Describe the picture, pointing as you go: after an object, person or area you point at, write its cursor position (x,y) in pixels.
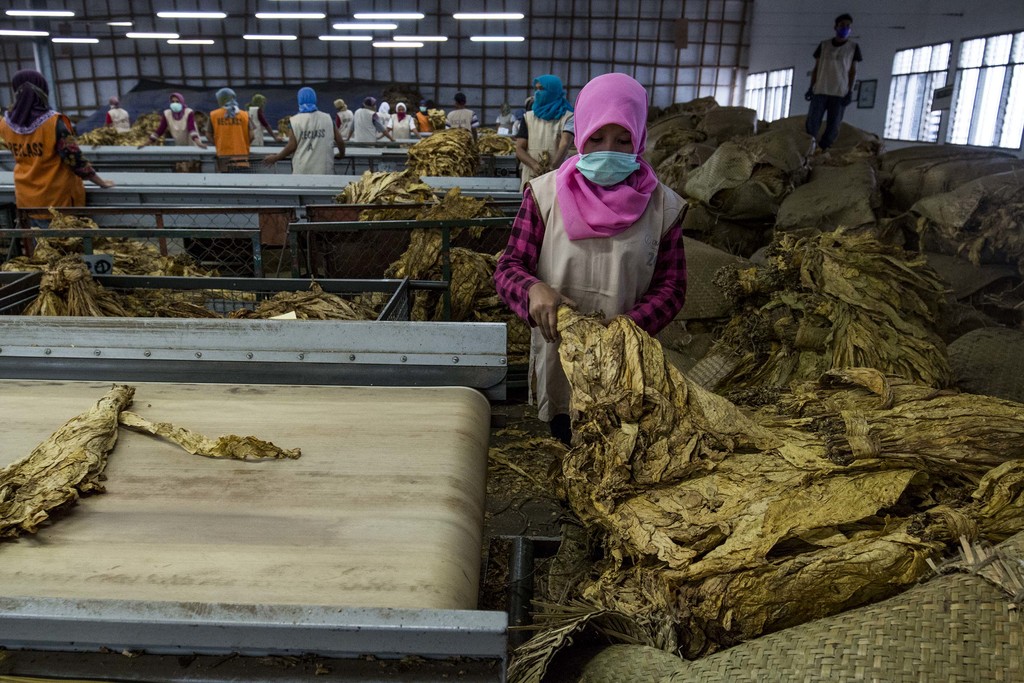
This picture is clicked inside. In the foreground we can see a conveyor belt (325,474) and an object (69,485) placed on the conveyor belt (376,564). On the right (770,155) we can see the bags (815,155) containing some objects (813,566) and we can see the group of people (308,123) standing and working. On the right (832,111) there is a person (825,93) standing on the bag (806,155). In the background (343,41) we can see the lights (215,16), wall (624,39), metal rods (743,68) and windows (931,109) and some other objects (117,248).
